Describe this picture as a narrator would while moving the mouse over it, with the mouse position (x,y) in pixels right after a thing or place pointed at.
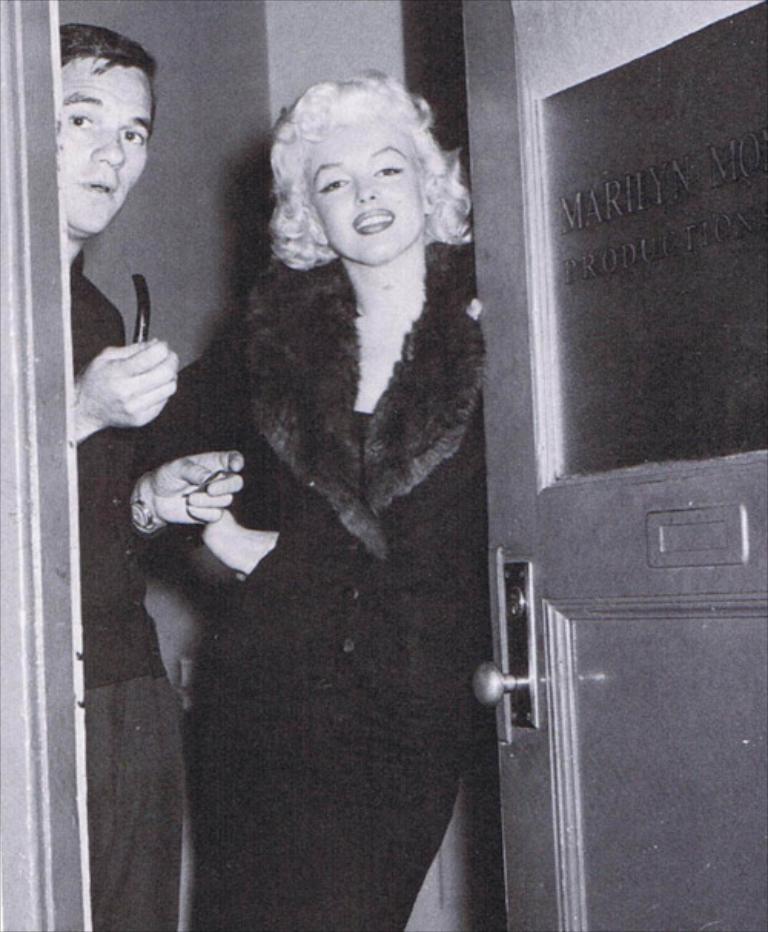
In this image there are two people (296,363) standing. There is a door (752,692) on the right side (698,633). We can see text (733,221) on the door (644,486). There is a wall (144,177) in the background (232,250).
